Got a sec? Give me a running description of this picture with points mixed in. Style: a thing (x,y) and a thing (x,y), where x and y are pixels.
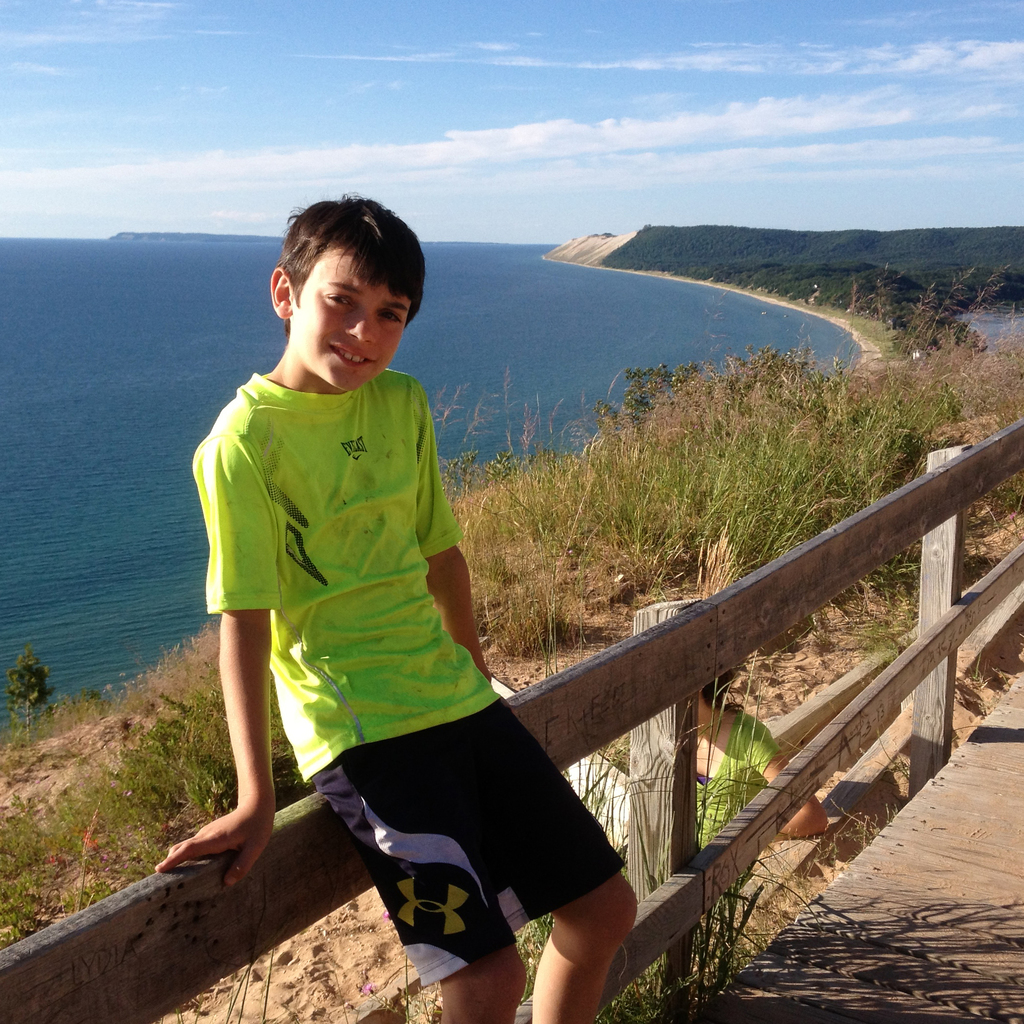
In this image we can a boy (390,710) is standing, he is wearing green color t-shirt (390,627) with shorts (511,854). Behind him one wooden fencing (892,542) is there. Behind the fencing (871,680) grass (724,435) and sea (525,338) is present. The sky (683,127) is clear with some clouds (651,135).
